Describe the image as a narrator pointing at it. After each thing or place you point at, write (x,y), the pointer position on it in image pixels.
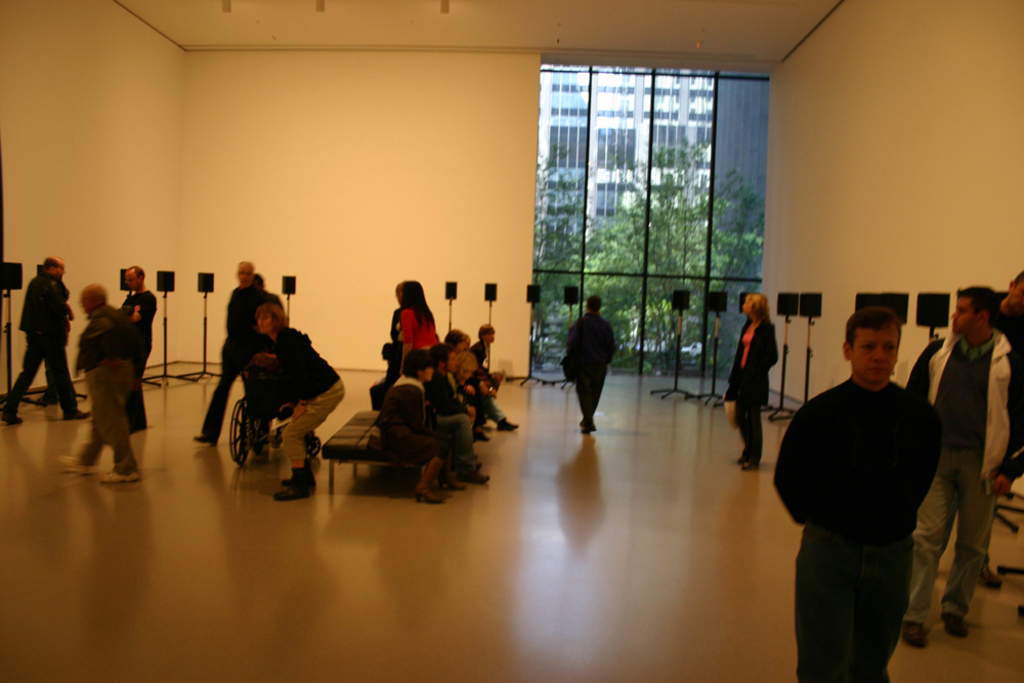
In this picture there are people (255,357) in the image, some are sitting and some are walking in the image, there is a big glass window (633,189) in the background area of the image (643,181), there are trees (603,299) outside the window (540,301).
